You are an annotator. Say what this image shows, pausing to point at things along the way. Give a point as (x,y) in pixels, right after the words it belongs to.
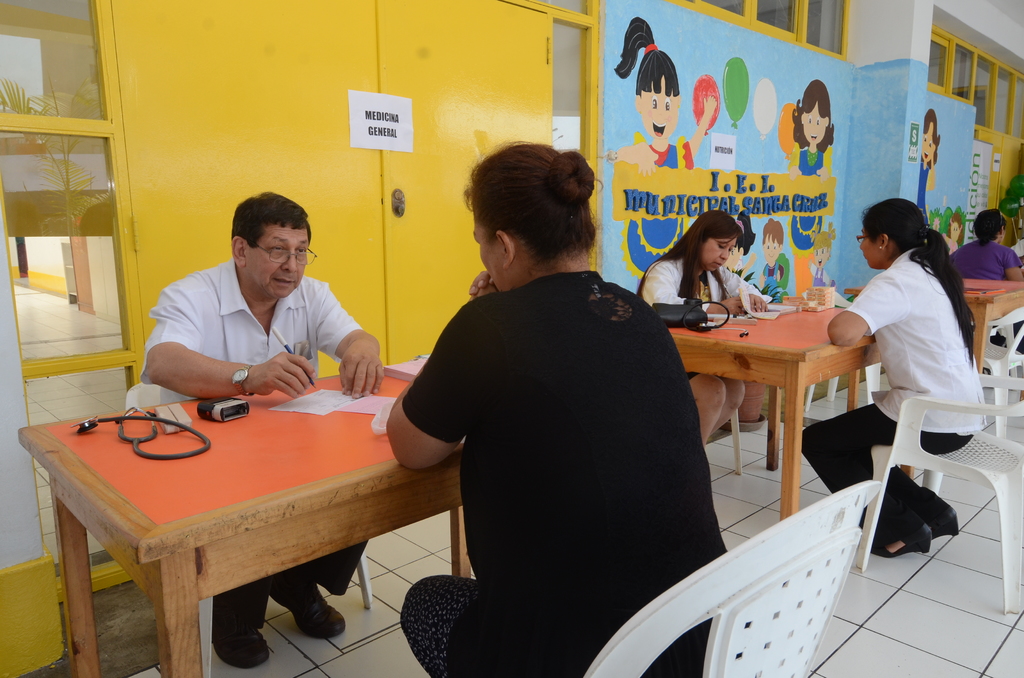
There is a group of people (470,361). They are sitting on a chair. There is a table (348,454). There is a paper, pen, stethoscope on a table (269,398). We can see in the background (420,260) there is a cupboard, flower pot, wall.
